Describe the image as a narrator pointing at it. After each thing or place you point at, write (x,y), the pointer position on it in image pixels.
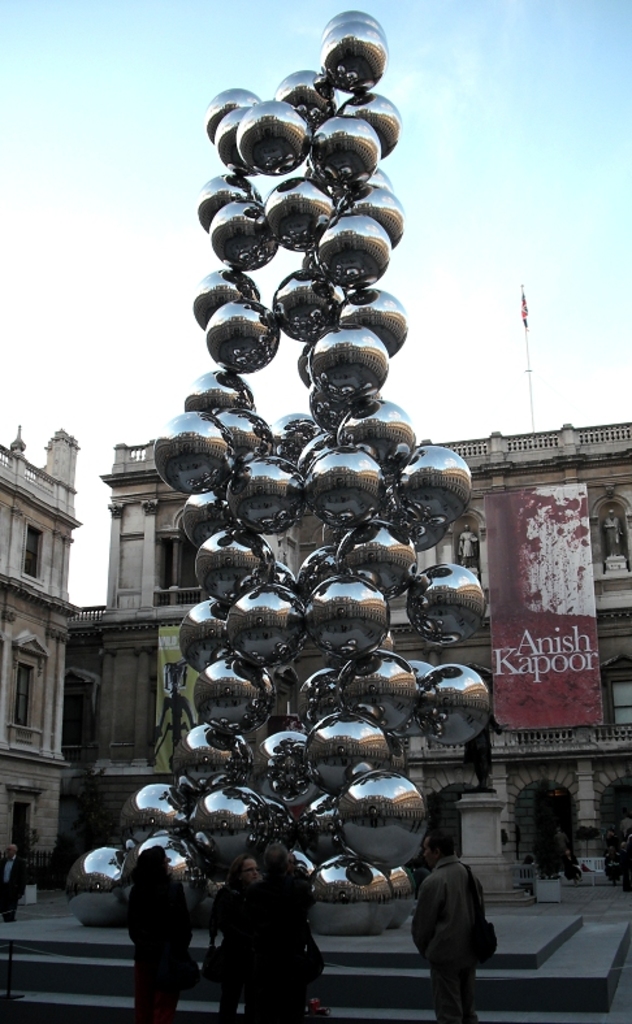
In this picture I can see people (161,900) standing. I can see spherical sculpture (324,598). I can see buildings (534,468) in the background (559,454). I can see banner (539,604). I can see clear sky (469,173).
